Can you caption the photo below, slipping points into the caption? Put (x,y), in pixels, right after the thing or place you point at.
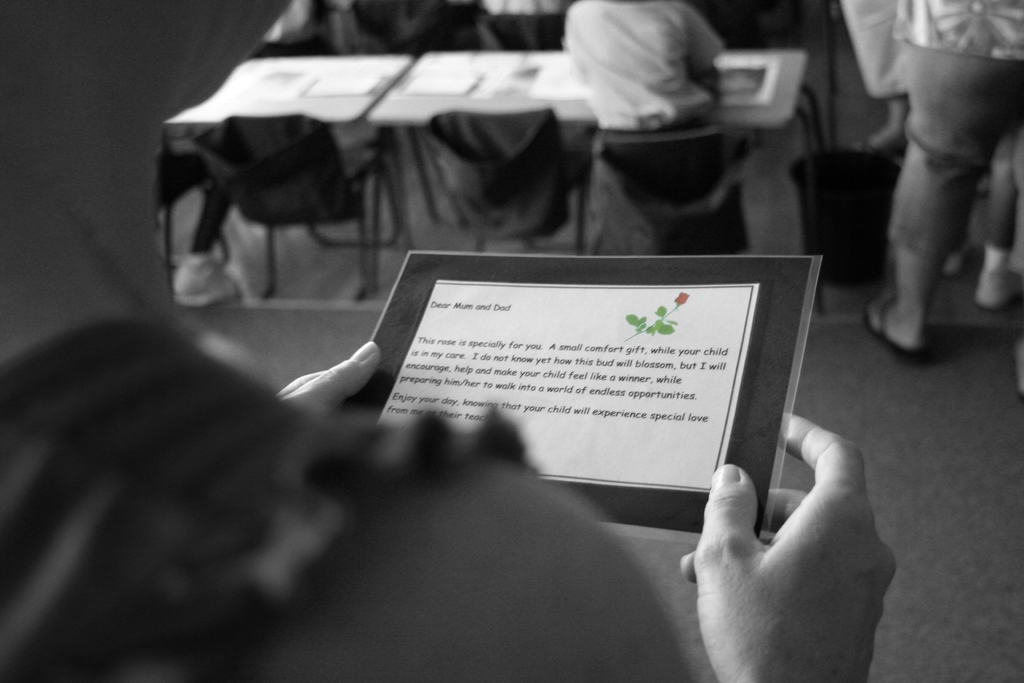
In this image, we can see a person (477,546) holding a paper (808,279), we can see a table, there are some chairs (519,188), we can see a person (665,84) sitting on the chair (739,147), we can see a person (930,87) standing.
